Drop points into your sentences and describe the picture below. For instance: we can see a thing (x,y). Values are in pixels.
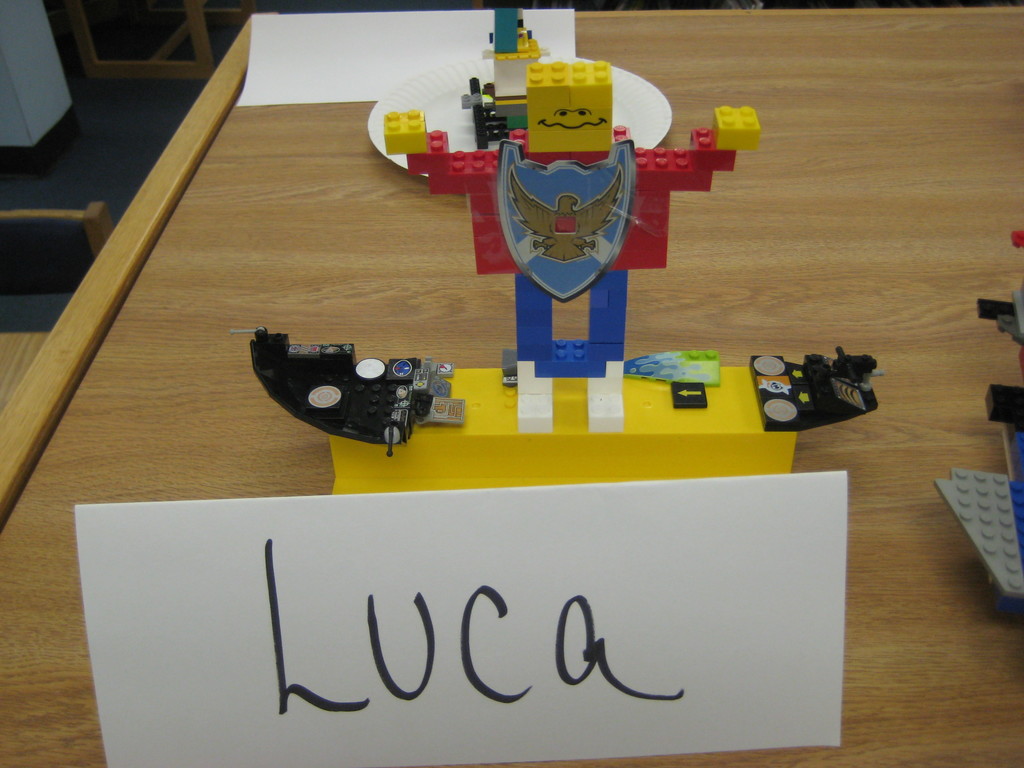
In the center of the image (641,394) we can see a toy (490,188) made with legos (482,270) and placed on the table (835,122).
